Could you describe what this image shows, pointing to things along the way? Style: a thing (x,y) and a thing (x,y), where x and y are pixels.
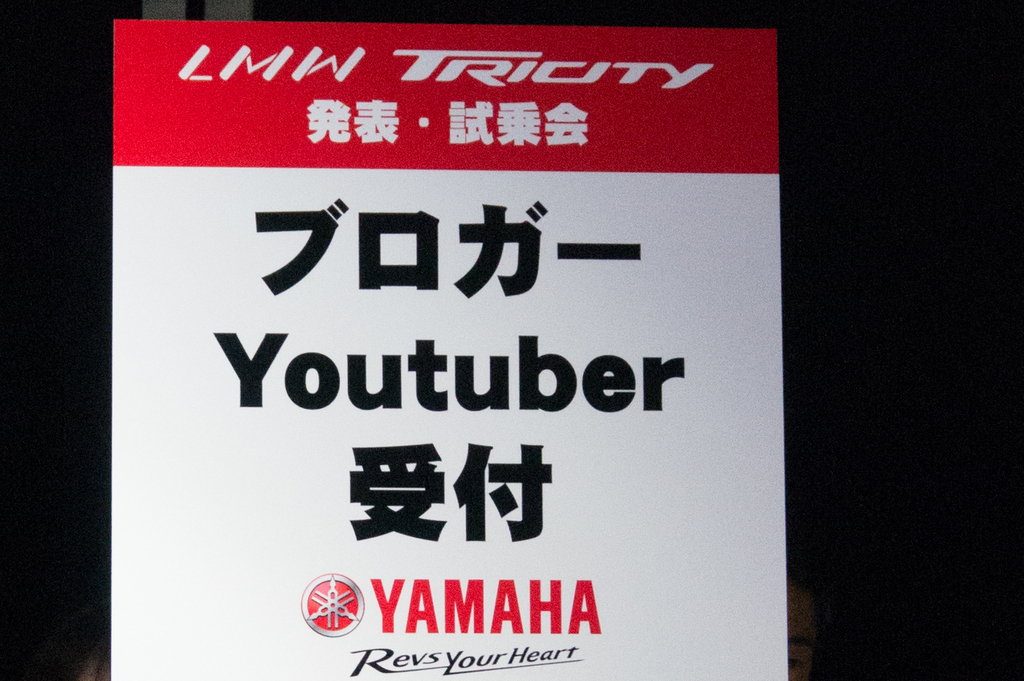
In this image I can see a red and white colour board (245,322) and on it I can see something is written. I can also see black colour in the background (972,69).
